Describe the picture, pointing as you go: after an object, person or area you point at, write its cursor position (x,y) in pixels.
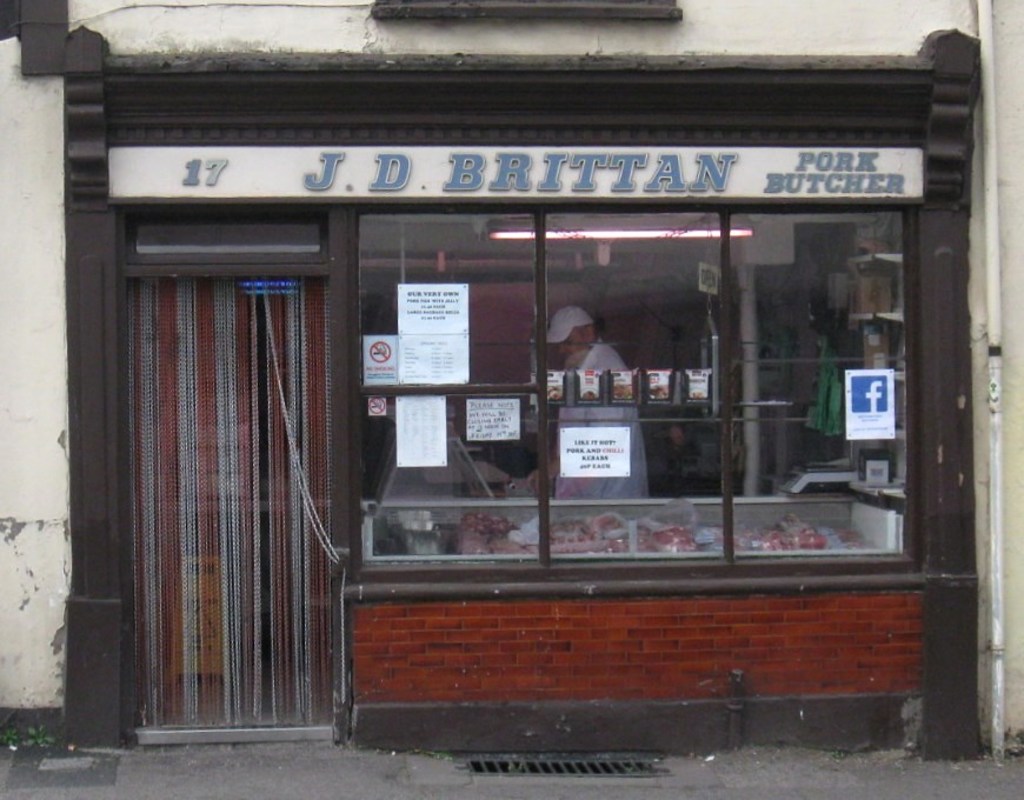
In this image in the middle (649,317) there is a shop (620,423) on that there are posters (454,358), text (634,159), people (596,384), some items (551,381), door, curtain (324,536), wall (792,49), pipe (995,295).
